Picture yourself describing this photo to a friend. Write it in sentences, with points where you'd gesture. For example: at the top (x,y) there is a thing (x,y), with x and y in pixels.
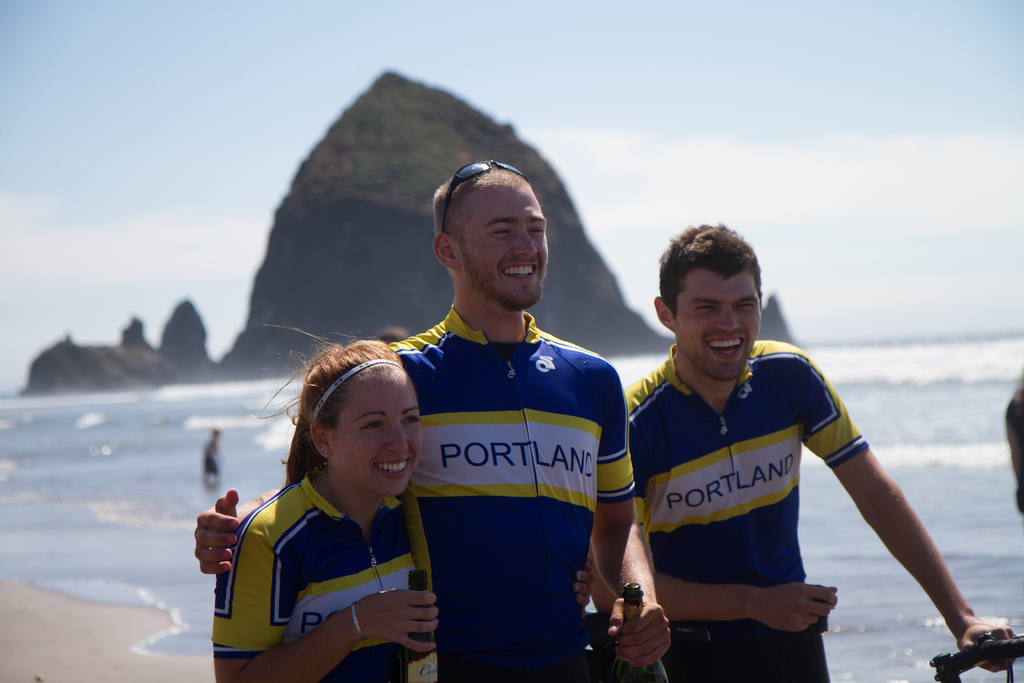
In the middle of the image (513,380) few people (765,541) are standing and holding bottles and smiling. Behind them there is water (901,380) and hill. Top of the image (954,93) there are some clouds (1009,199) and sky (736,96).
